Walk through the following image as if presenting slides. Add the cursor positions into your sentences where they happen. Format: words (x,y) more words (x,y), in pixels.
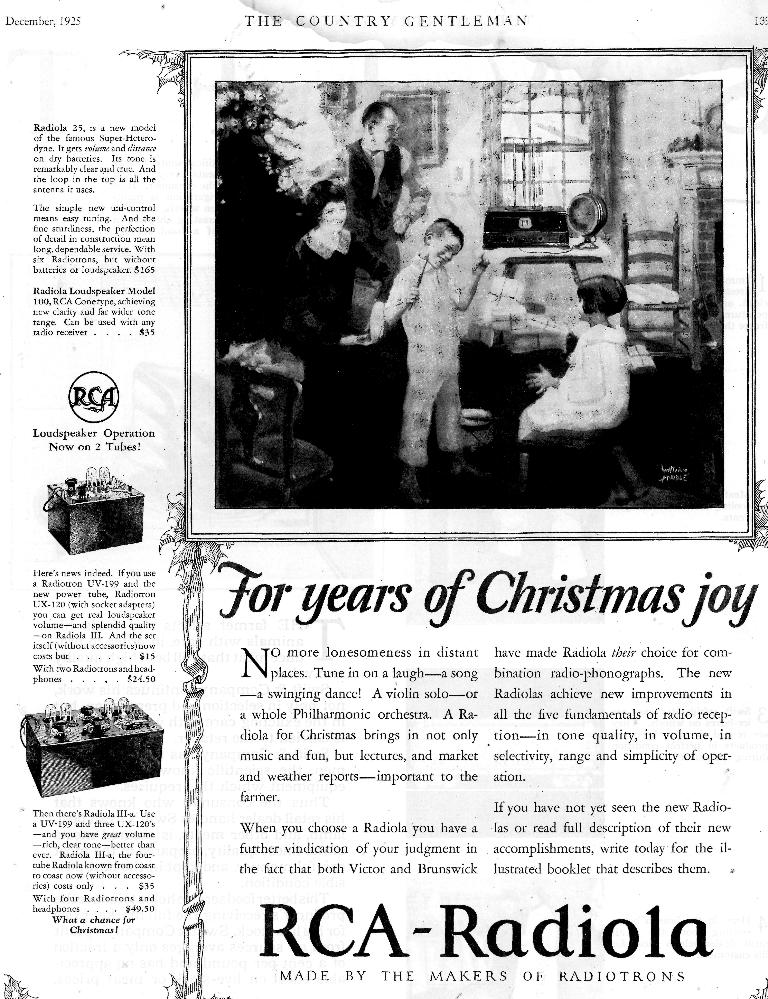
Here in this picture we can see a newspaper (716,275) present, on which we can see some text (122,271) present on it and we can also see a family photo (678,506) in that over there.
